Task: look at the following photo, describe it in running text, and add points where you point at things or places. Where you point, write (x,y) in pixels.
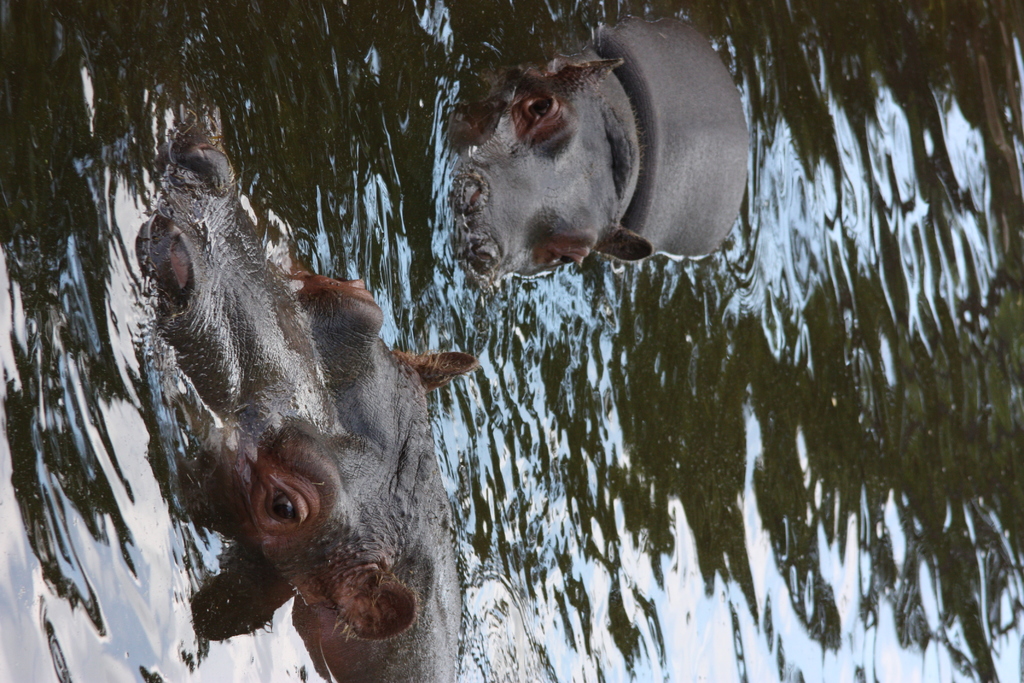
In this image there are two hippopotamuses (340,378) in the water (745,545).
